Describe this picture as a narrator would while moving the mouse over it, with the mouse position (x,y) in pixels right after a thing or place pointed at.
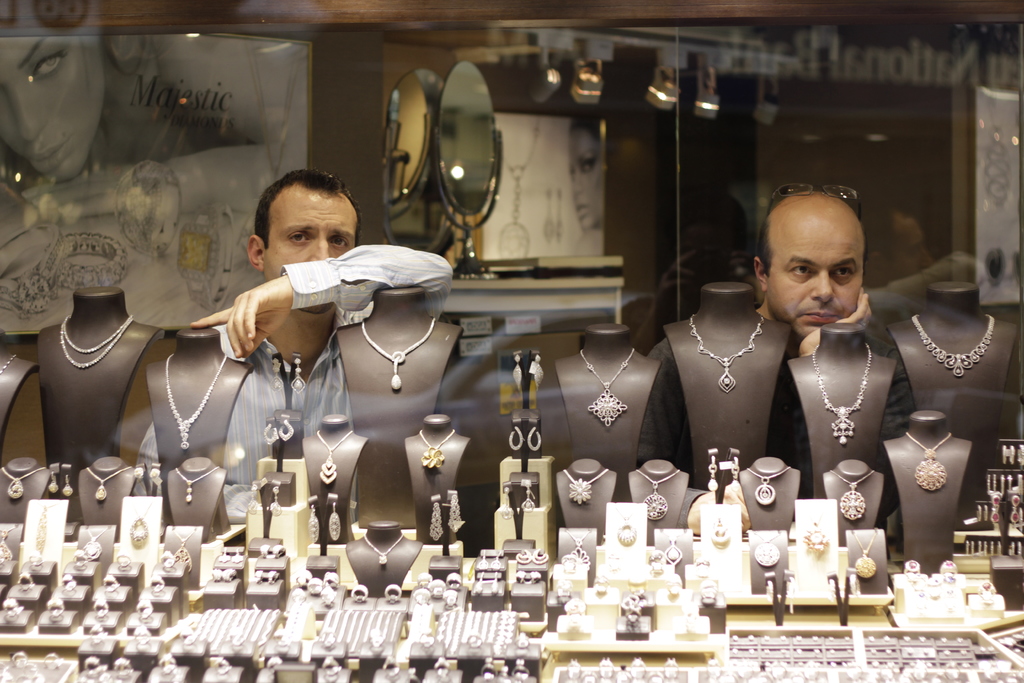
In this picture we can see jewelries (327,666) in the jewelry stands (380,293). We can see two men (287,241). There is a mirror (451,125) and some lights (600,78) are visible on top. We can see a frame (64,258) on the left side (172,295). In this frame (3,170), there is a woman (48,71), jewelries (23,289) and some text (221,119).
